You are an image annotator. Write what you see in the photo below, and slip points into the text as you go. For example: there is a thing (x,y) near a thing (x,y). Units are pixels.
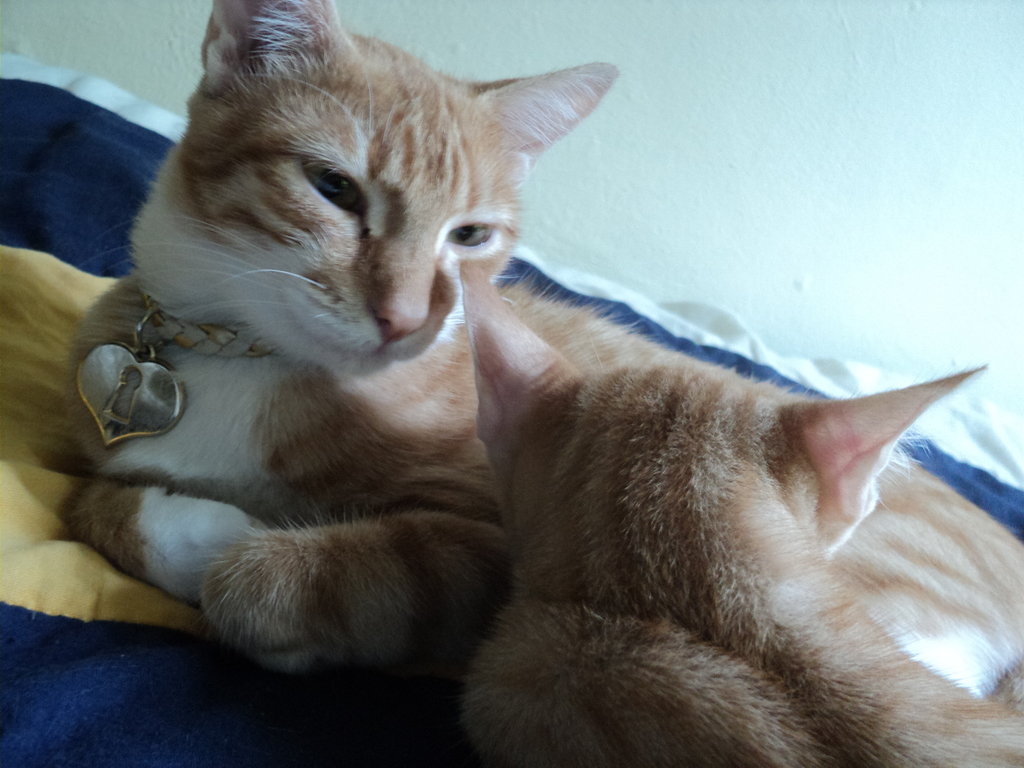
There are two cats (652,453) which are in brown color is sitting on a blue color cloth (442,702).
